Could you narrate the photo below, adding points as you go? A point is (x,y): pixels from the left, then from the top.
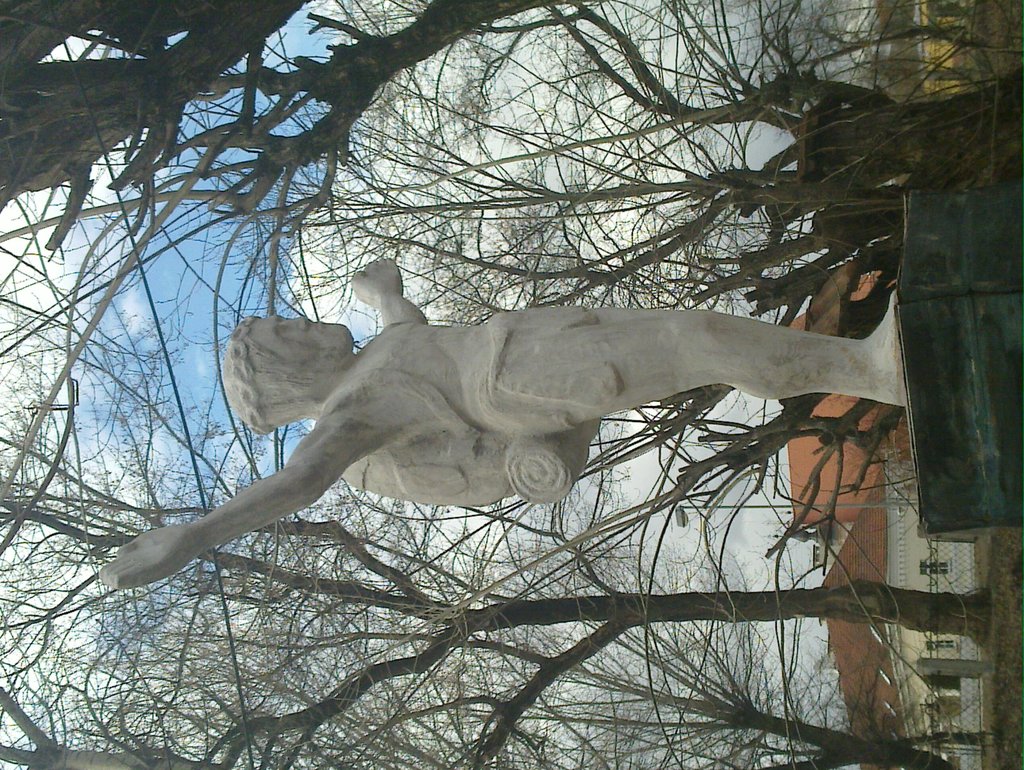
In this image we can see a sculpture (498,322), there are some trees (833,692), houses (932,681), poles (960,664), fence (954,670), windows (951,688) and light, in the background (98,381) we can see the sky (153,287).
